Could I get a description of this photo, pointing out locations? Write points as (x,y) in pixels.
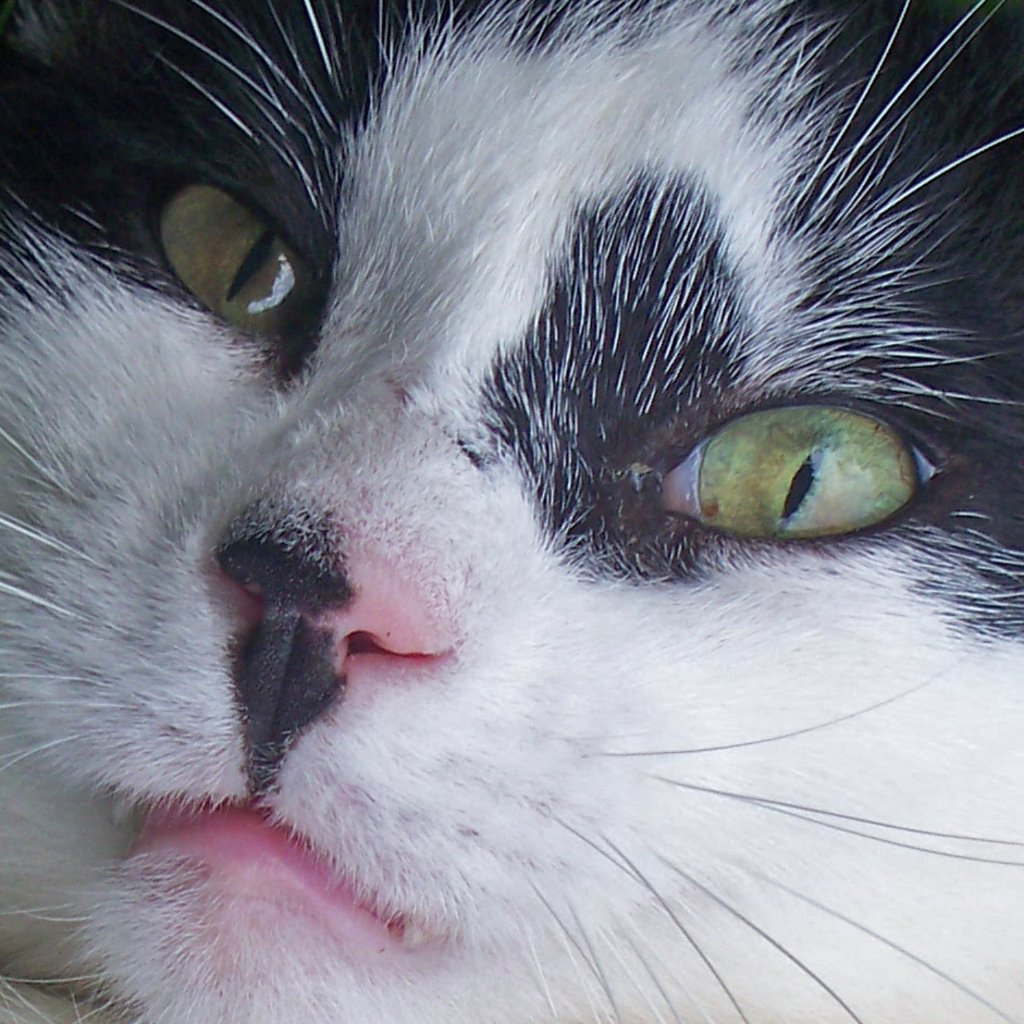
In the picture I can see the cat (572,631).
